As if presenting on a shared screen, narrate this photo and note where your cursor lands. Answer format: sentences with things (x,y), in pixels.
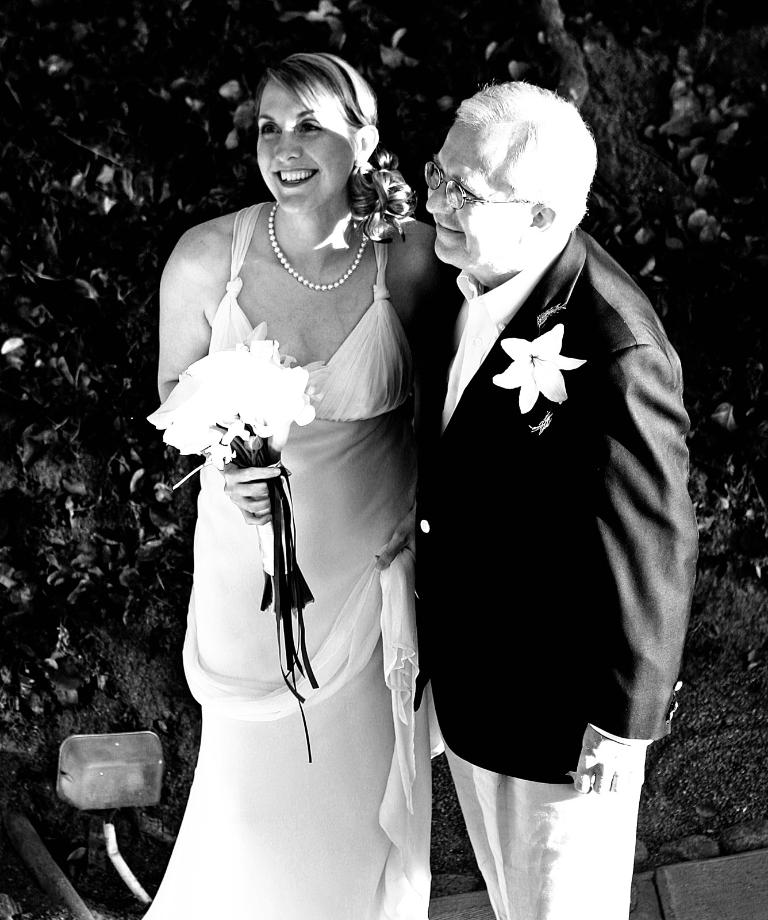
In this picture we can see a man (499,217) and woman (360,210), they both are smiling, and she is holding flowers (276,392) in her hand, beside to them we can see few plants (128,474).
